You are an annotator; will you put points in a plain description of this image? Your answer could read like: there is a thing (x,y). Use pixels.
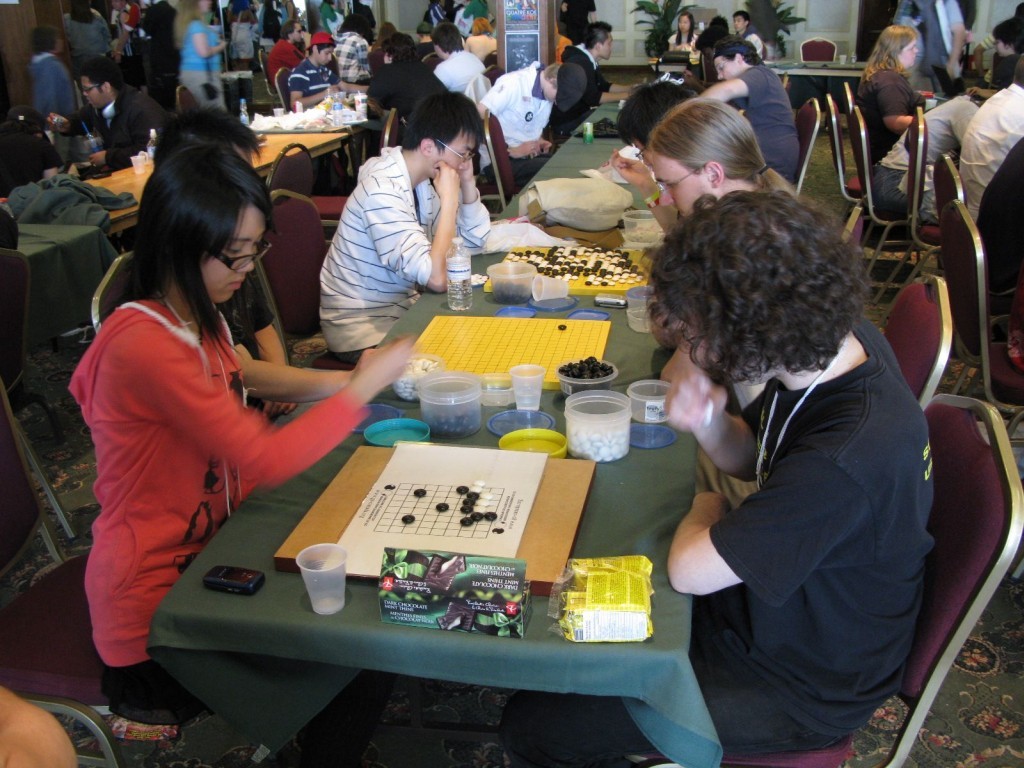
In this picture we can see a group of people (735,497) sitting on chairs (816,100) and in front of them on the tables (429,307) we can see a bottle (458,241), mobile (239,578), glasses (522,400), boxes (600,409), packets (620,614), clothes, some objects (533,251) and in the background (388,46) we can see a group of people (96,68), posters (532,10), plants (655,29), wall (791,44).
